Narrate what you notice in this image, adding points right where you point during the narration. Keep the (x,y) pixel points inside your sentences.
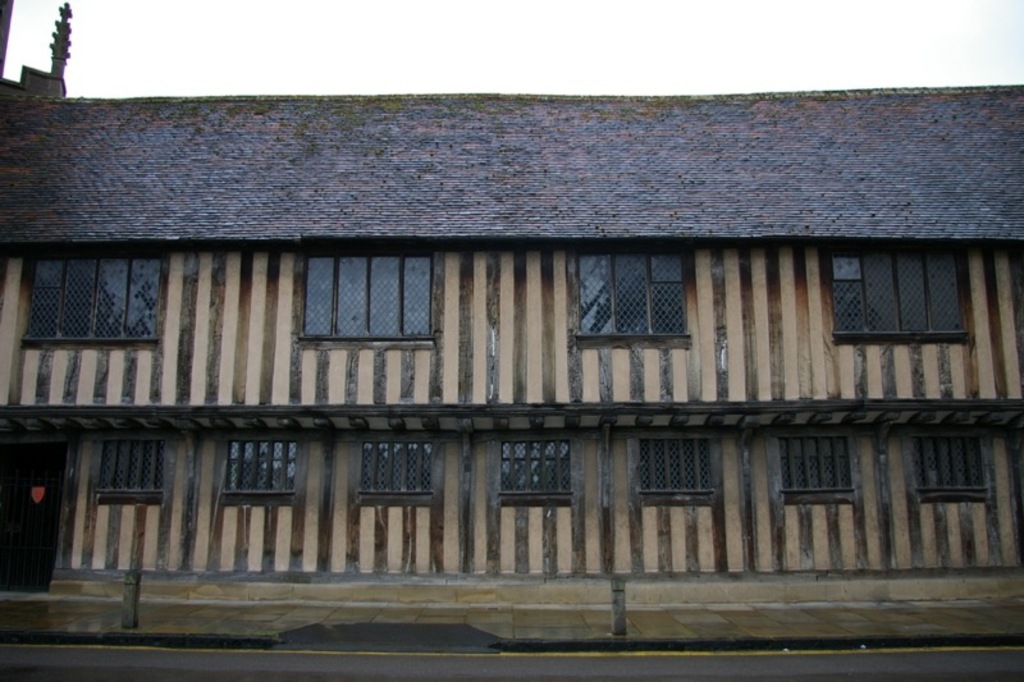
In this image I can see a building (360,468) which has windows (385,468) and a door (9,451) on the left (21,447). There is sky (464,9) at the top (455,40).
